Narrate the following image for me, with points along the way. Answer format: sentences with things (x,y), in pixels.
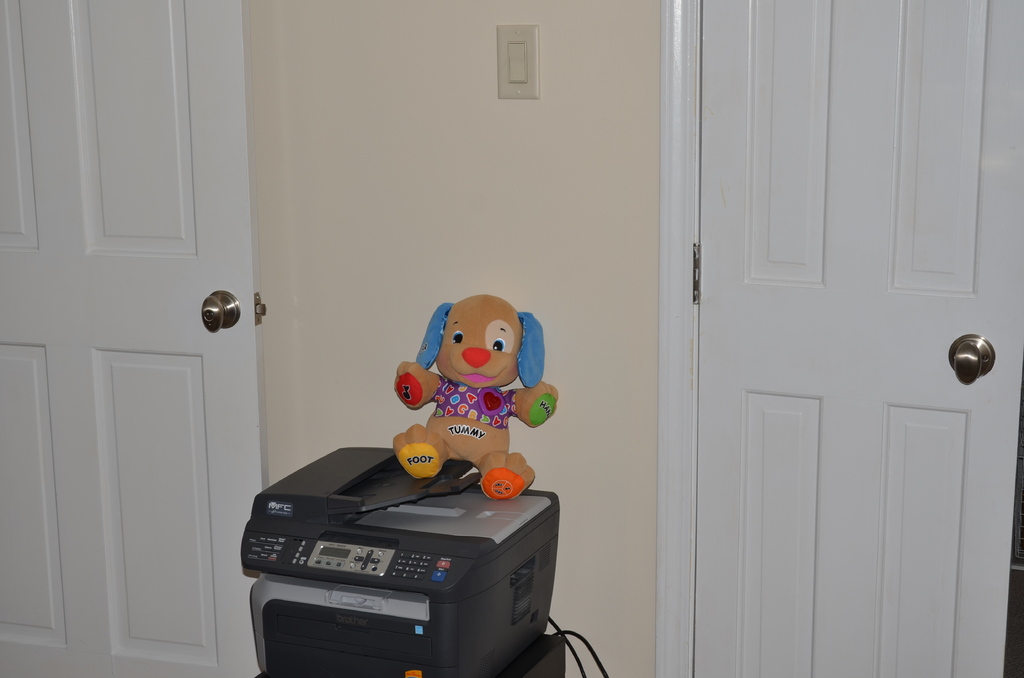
In this image we can see a soft toy (494,359) on the printer (365,503). In the background (531,93) there are doors (7,283) and a switch (513,75) on the wall (488,81).
